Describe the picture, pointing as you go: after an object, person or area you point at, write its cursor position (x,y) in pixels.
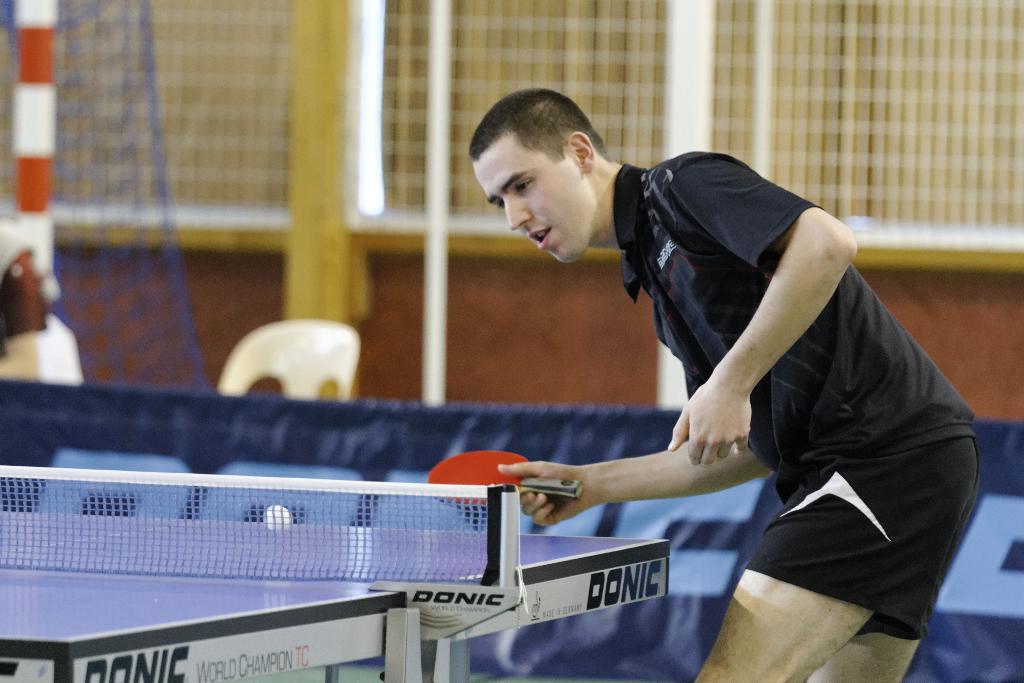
In this image there is a person (792,347) wearing black color T-shirt (809,376) playing table tennis.
